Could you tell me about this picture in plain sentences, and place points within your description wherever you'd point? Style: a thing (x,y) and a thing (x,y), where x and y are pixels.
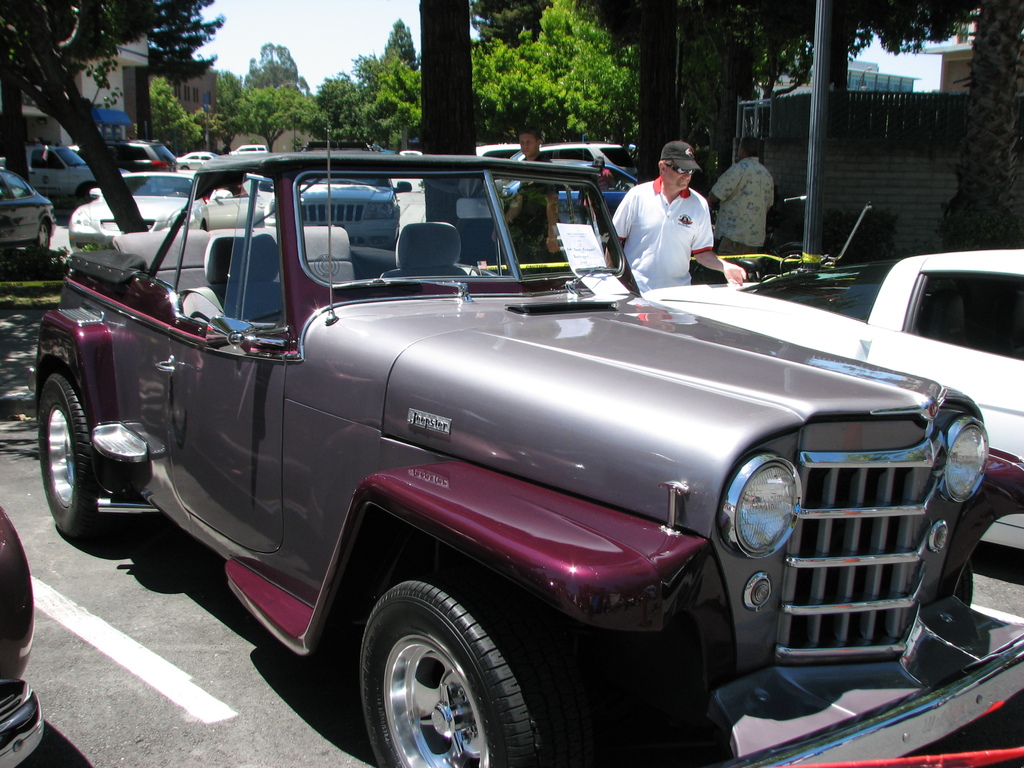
In the image we can see there are vehicles (256,232) which are parked on the road (1004,732) and there are people (656,220) standing. Behind there are lot of trees (421,86) and there are buildings (105,94).
